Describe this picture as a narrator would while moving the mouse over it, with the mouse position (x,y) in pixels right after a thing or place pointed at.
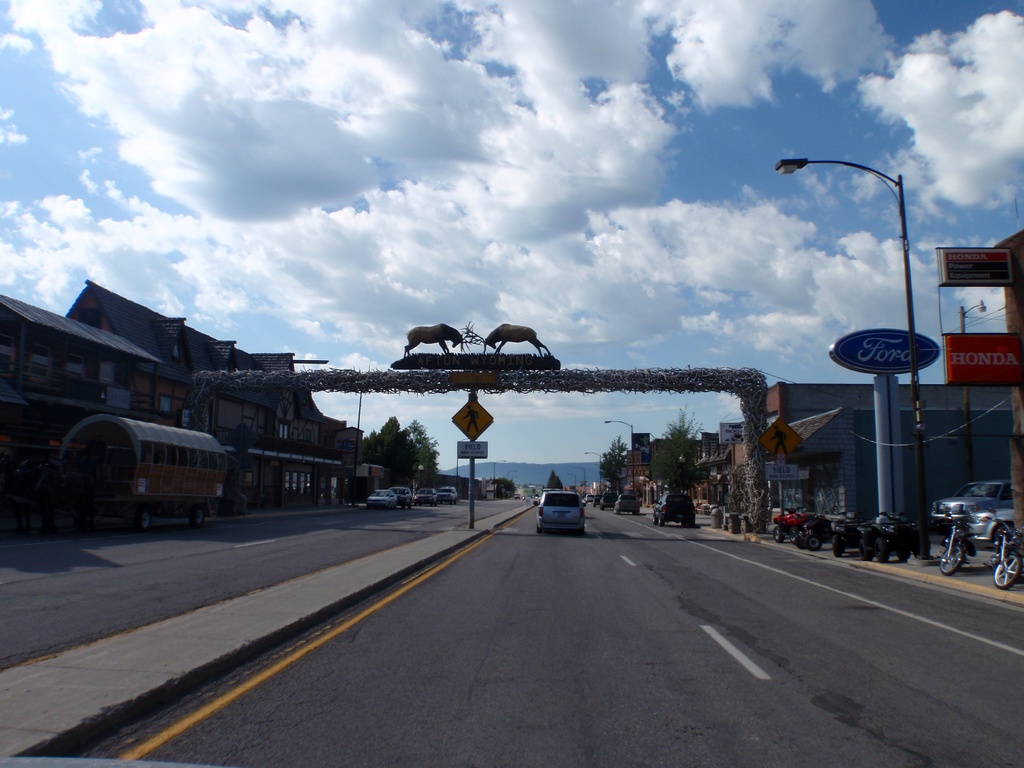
In this image there are vehicles (579,516) on the road (499,579), trees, boards (1001,338) and lights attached to the poles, statues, arch (670,381), buildings (949,427), and in the background (571,444) there is sky (527,116).
